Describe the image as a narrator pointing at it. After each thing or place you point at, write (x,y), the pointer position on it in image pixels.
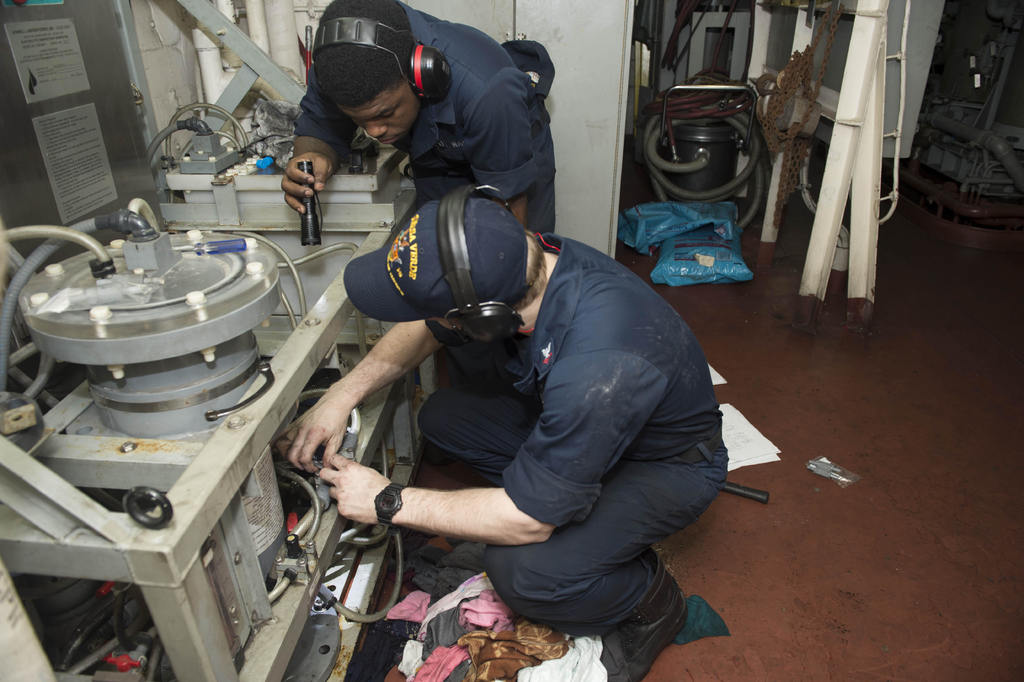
In this picture there are two men (488,396) wore headsets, among them there's a man (327,124) holding an object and we can see machines (77,468), rods (89,475), pipes (2,376), posters (91,142) and wall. We can see clothes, bags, papers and objects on the floor (723,373). In the background of the image (852,92) we can see pipes (972,136) and objects (836,174).
